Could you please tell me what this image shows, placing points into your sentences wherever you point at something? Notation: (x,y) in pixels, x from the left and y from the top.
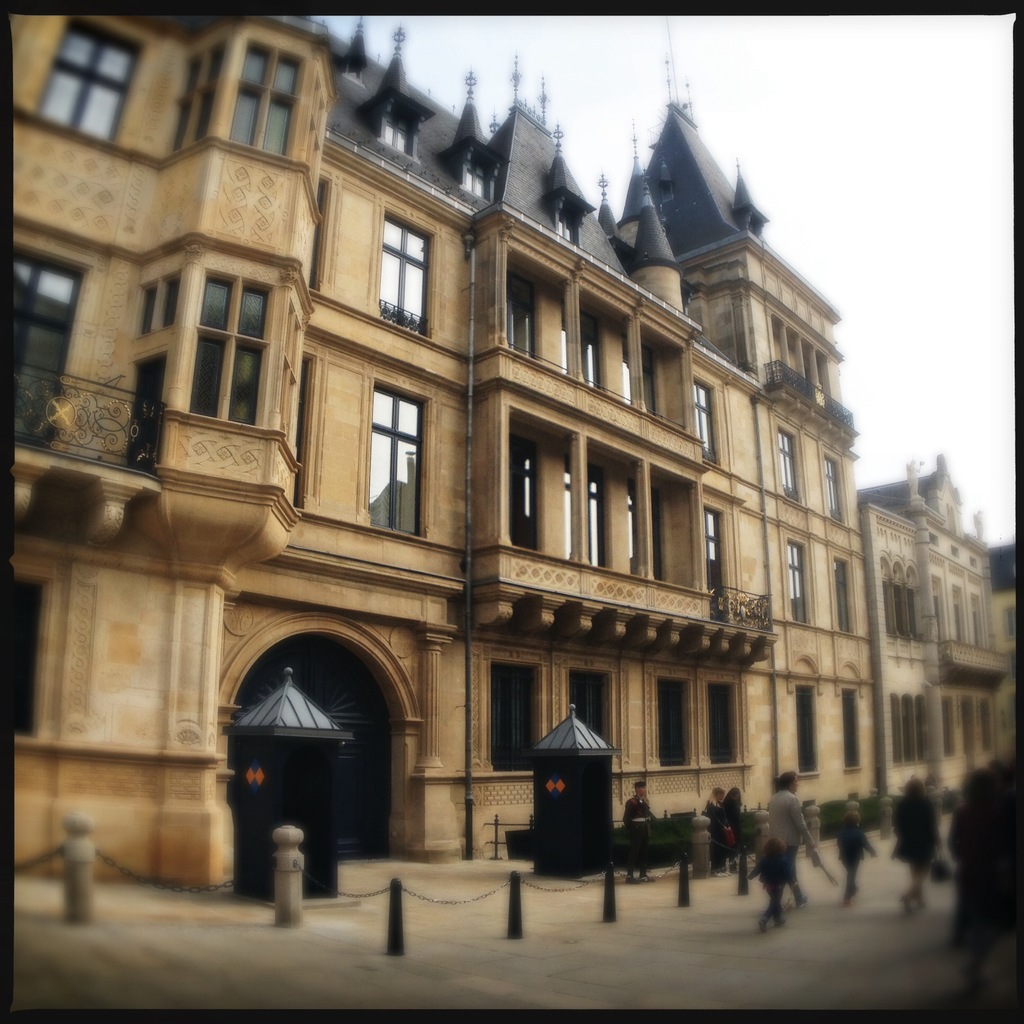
It is a building (545,388), in the right side (974,861) few people (843,856) are walking.
